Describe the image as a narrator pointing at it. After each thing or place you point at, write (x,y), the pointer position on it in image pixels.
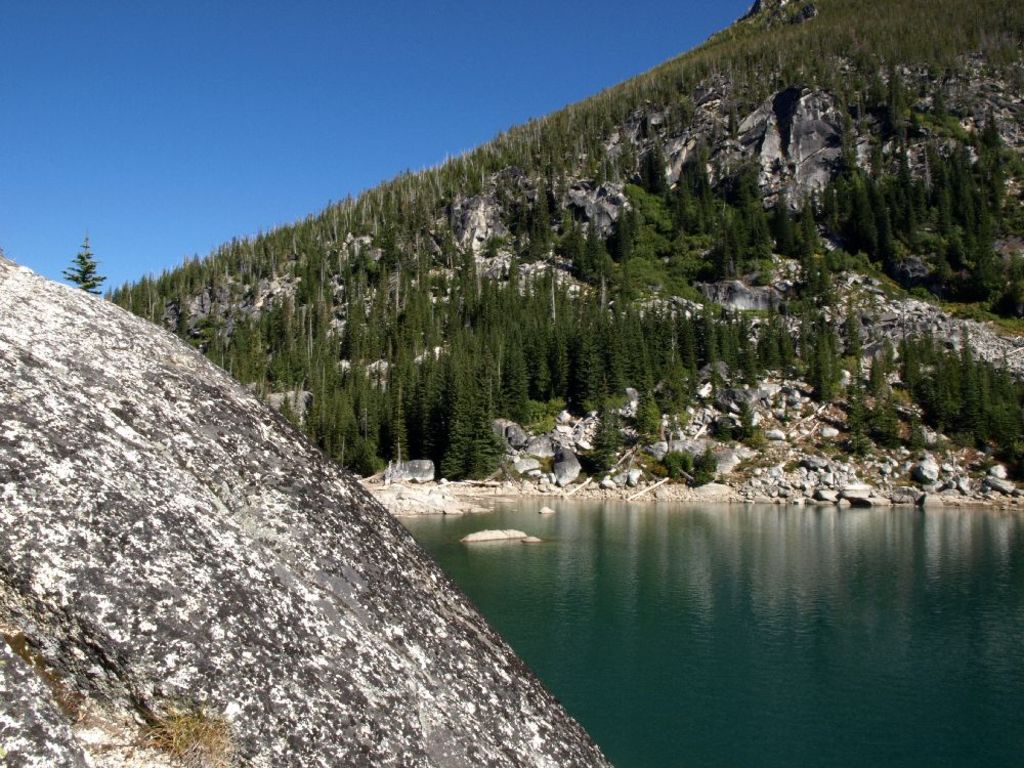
In the image in the center (613,470) we can see water (576,640), hill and grass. In the background (353,114) we can see sky (365,90), hill (927,87), trees (1000,372), plants (638,247), grass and stones (734,404).
